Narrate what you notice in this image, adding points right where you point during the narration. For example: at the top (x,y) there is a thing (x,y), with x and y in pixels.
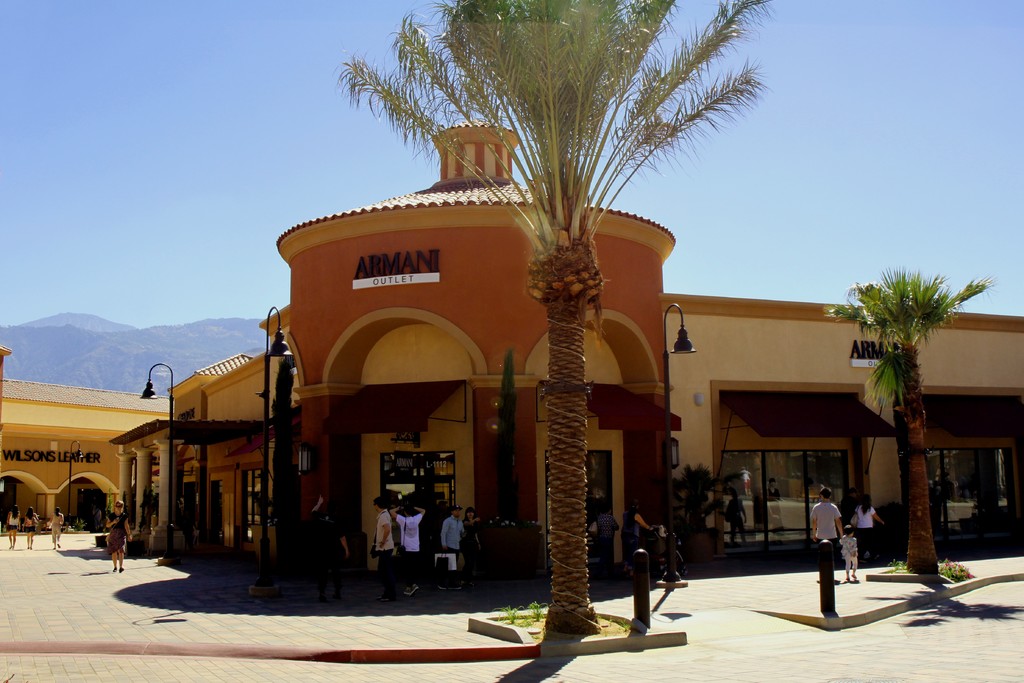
In the picture I can see building (406,467), some trees (560,483) and few people (14,537) are walking, behind we can see some hills (118,387).
